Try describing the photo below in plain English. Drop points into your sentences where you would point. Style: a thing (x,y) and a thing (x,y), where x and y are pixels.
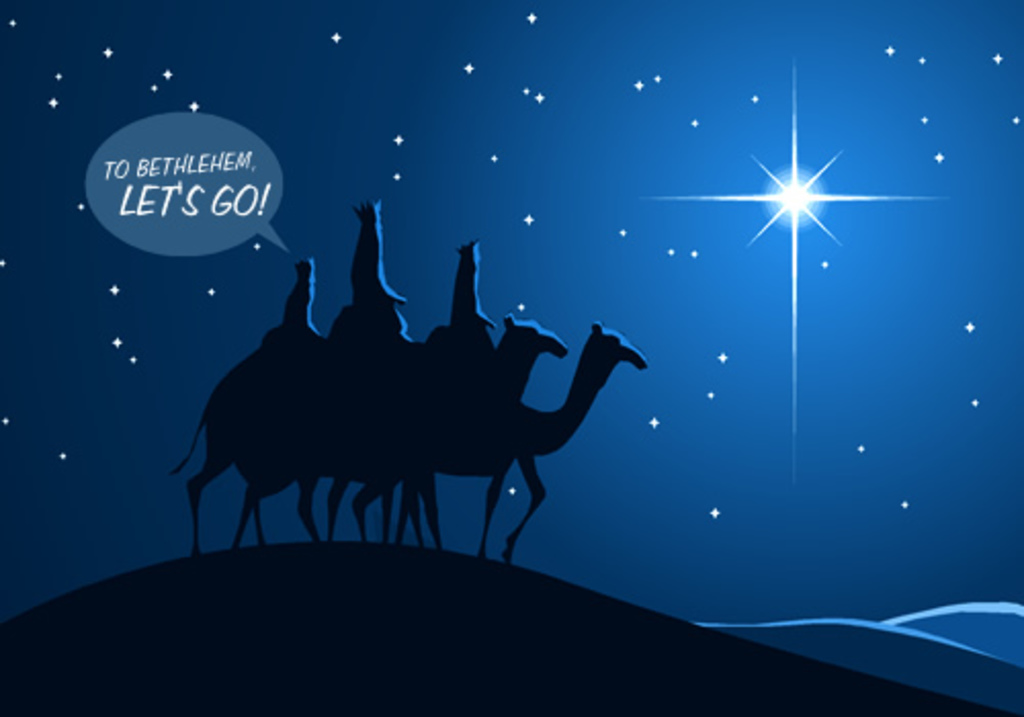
Here we can see a graphical image and we can see camels (460,386) on the ground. In the background (448,247) we can see stars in the sky (213,291) and on the left (170,189) we can see a text (173,186).
